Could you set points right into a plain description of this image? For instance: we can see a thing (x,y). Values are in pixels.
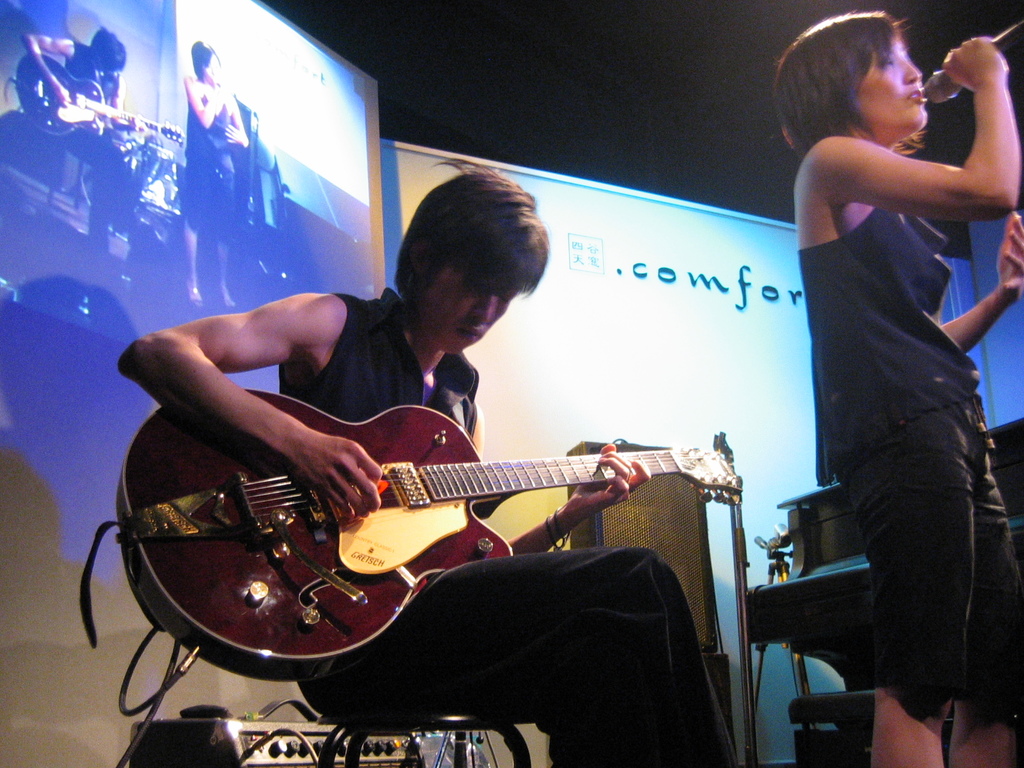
In this image we can see a person (455,322) is sitting on a stool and playing guitar (474,536) and on the right side (886,359) we can see a person (886,359) is standing and holding a mic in the hand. In the background (310,725) there is a stand (785,574), electronic device (301,762), stand (743,532), objects (694,533), screen (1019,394) and text (666,266) written on a board (666,266).
